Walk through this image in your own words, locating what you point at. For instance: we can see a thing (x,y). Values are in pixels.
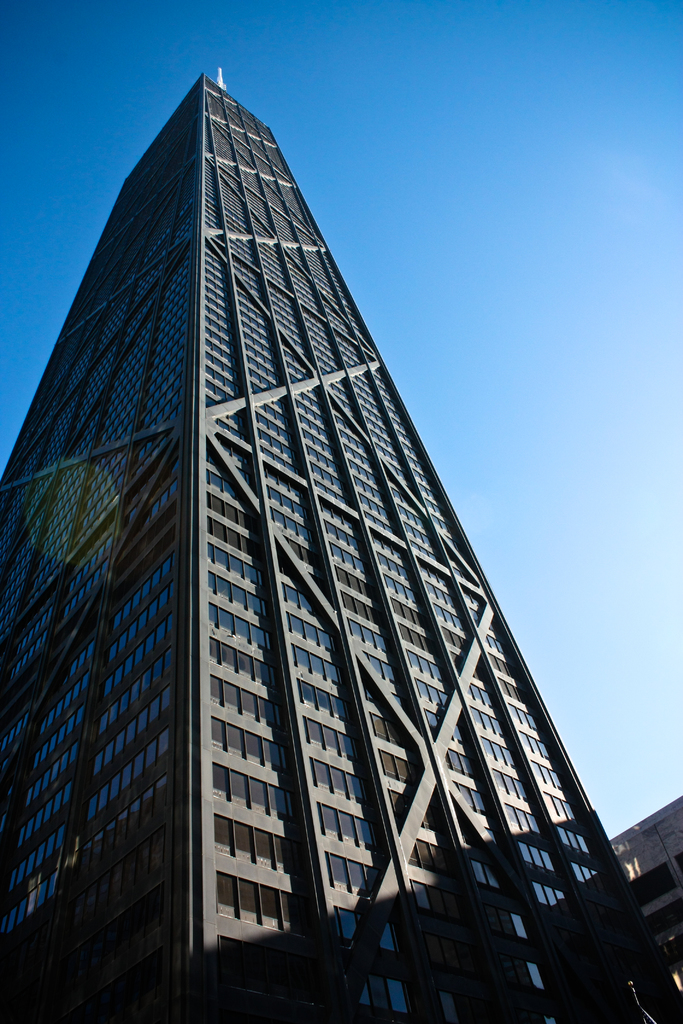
In this image I can see few buildings (480,797) and windows (574,836). The sky (484,362) is in blue and white color.
